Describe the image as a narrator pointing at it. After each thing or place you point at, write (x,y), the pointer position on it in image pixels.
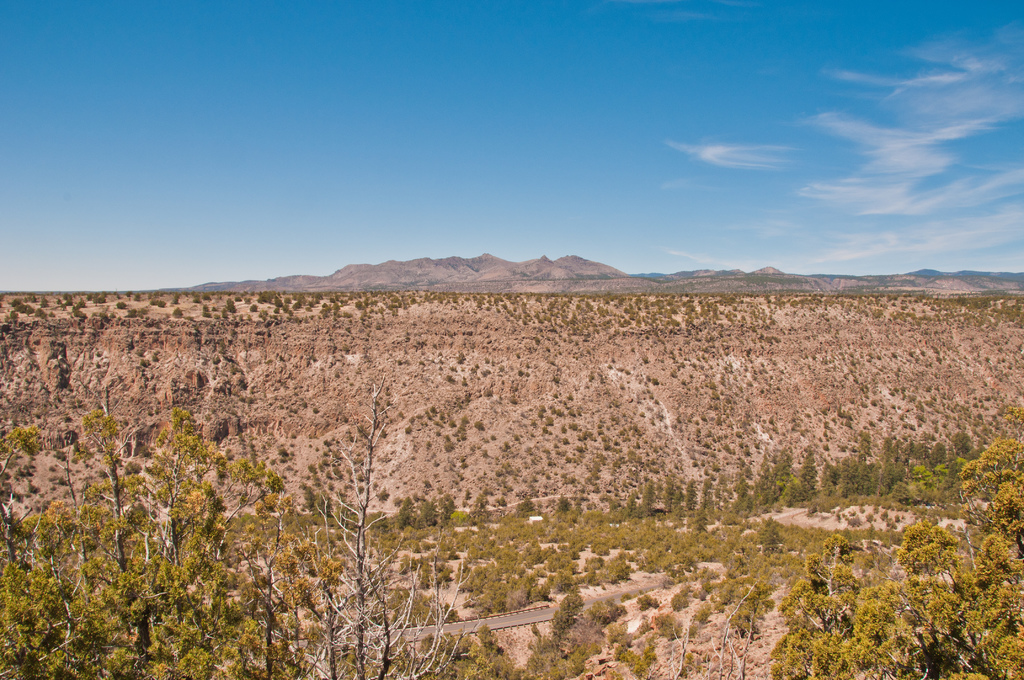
In this image I can see few trees (580,541) which are green and ash in color, the ground (777,619), the road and few mountains (453,281). In the background (830,221) I can see the sky (281,151).
